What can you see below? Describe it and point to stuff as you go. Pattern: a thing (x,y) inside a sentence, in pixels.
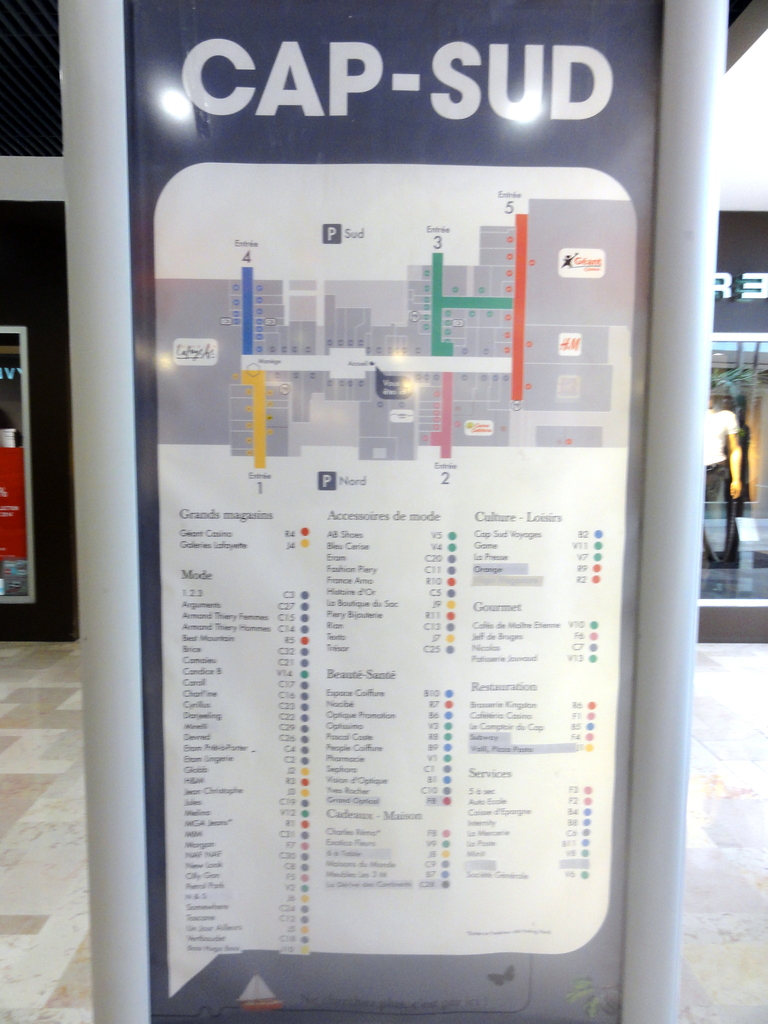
In this image, we can see a poster (426,378) with some image (377,355) and text (354,675). We can see the ground (736,822). We can see some glass (718,352). We can see a black colored object (21,231) on the left (32,228).
